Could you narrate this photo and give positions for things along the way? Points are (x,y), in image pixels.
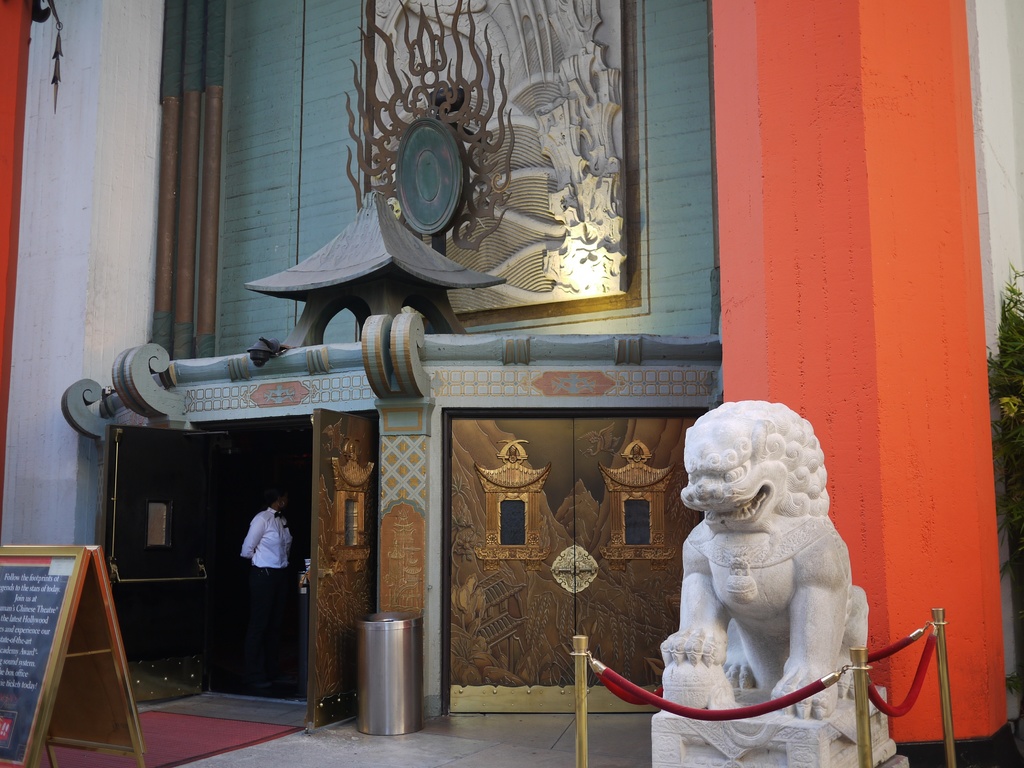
In this picture, we can see a person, wall (380,420) with some design (464,445), we can see the ground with some objects (79,667) like carpet (175,728), statue (655,762), board (76,640) with some text (25,664), poles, rope (926,666), and we can see tree (1014,417) on the right side of the picture (1001,456).
